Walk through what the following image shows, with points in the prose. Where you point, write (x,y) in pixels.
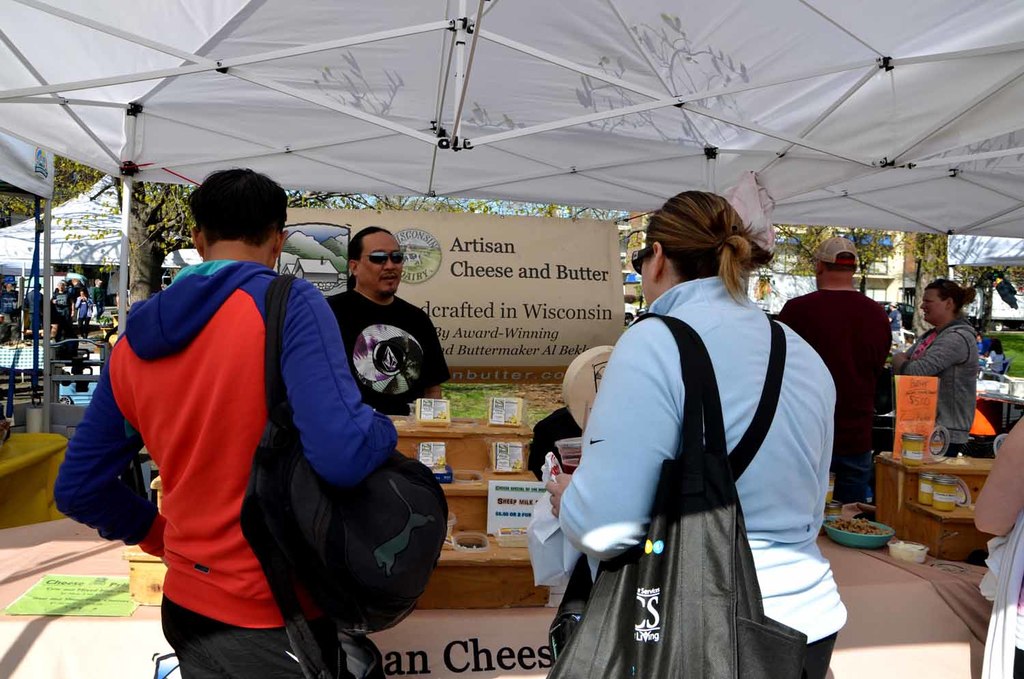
In this image there are some stores (46,448) and also there are some persons (176,400), who are standing and in the stores (522,424) we could see some boxes (511,467), bottles (917,436) and some other objects (867,530). At the bottom (78,556) there is a table (894,623) and on the table (421,663) there is some text (459,663), and at the top of the image (480,85) there is a tent (279,133). And in the background (111,201) there are some tents (98,209) and some trees (150,249) and some other objects (69,374), and in the center (407,295) there is one board (456,254). On the board (416,299) there is some text (488,316).
